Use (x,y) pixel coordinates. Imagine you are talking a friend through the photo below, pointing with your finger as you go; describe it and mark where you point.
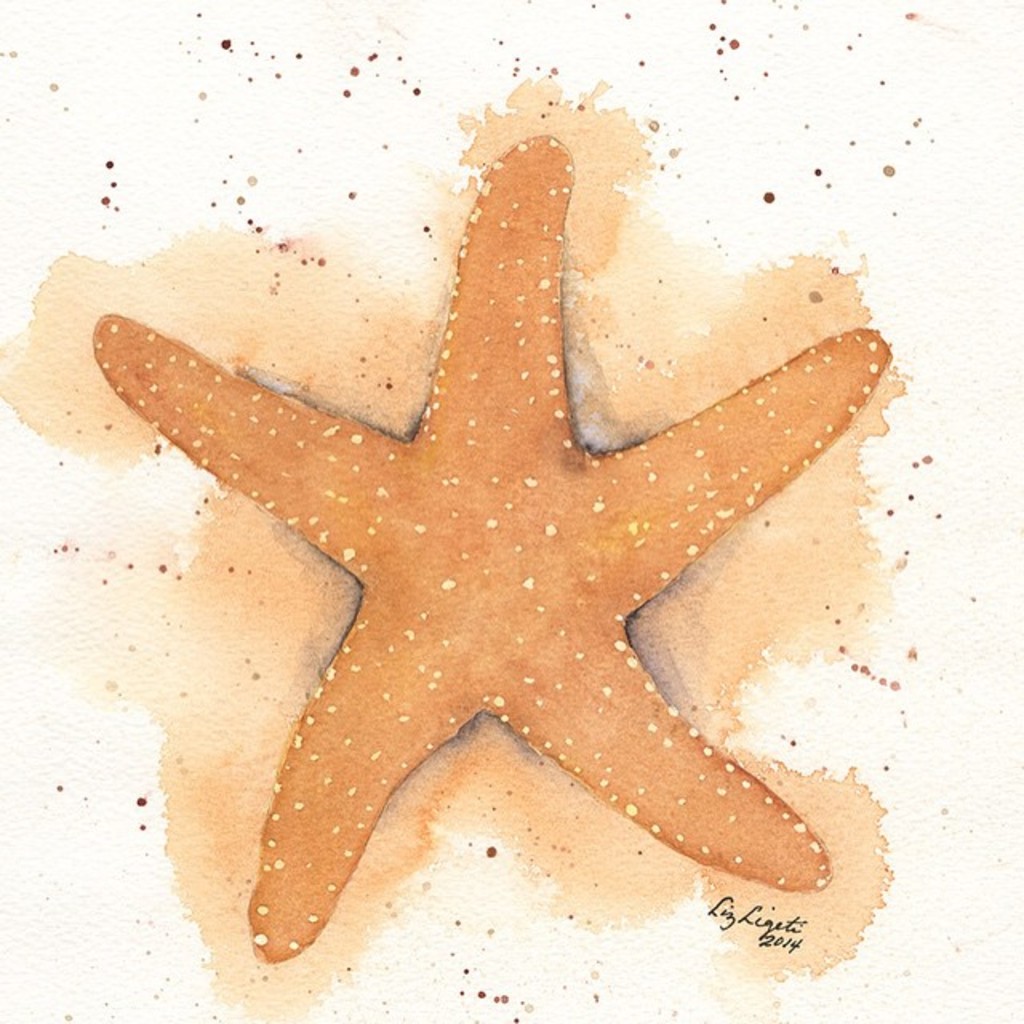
The picture is a painting. In the picture there is a starfish (525,434). At the bottom (730,916) there is text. The background (682,949) is white. There are red dots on the white background (227,49).
